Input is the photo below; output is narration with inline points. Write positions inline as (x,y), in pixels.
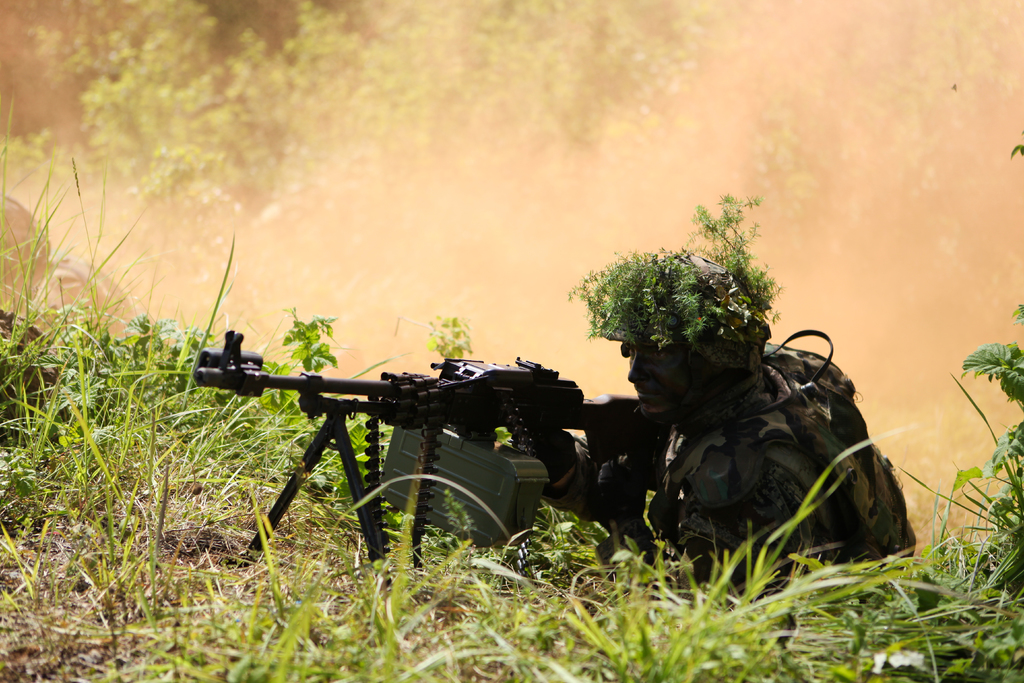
In the foreground of this image (292,502), there is a grass (566,602) and a man (853,477) in military dress (797,444) holding a gun (578,403) wearing helmet (701,297) and there is grass (681,299) on his helmet (683,307). In the background (238,129), there is smoke (380,246) and few trees (342,85). On the left (54,278), there is another person (66,294).
